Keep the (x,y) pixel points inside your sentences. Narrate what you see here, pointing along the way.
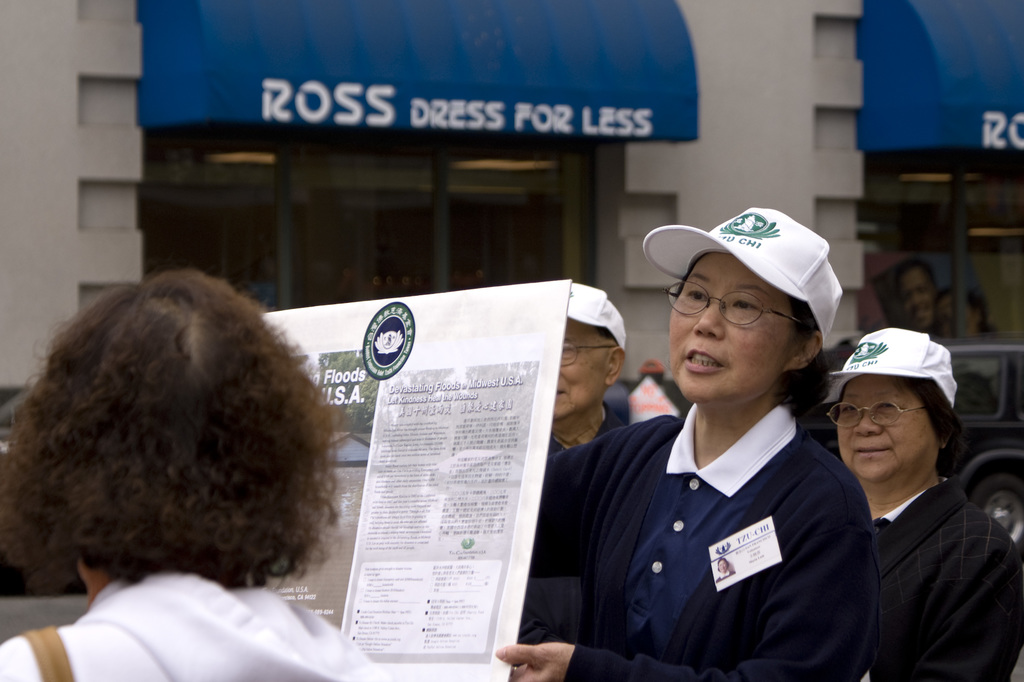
In this image there are group of people (682,384) standing, a person (687,384) holding a board (497,672), and in the background (614,246) there is a vehicle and there are shops (313,287).
